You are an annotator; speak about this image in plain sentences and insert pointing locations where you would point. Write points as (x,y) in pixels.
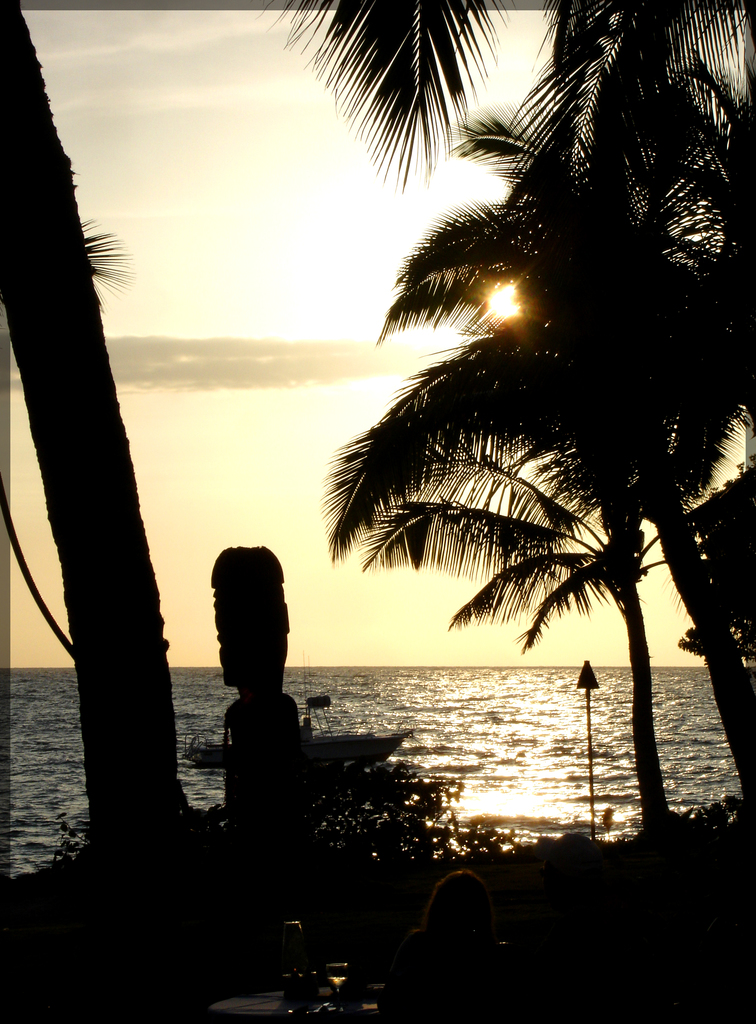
In this image in the middle (389,461) there are trees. At the bottom (416,857) there are plants (384,843), boat (326,732), water (509,770), pole (589,722), statue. At the bottom (340,1006) there is a table (329,1000) on that there is a glass (343,969). At the top (274,306) there is sky (211,295) and clouds (239,357), sun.
